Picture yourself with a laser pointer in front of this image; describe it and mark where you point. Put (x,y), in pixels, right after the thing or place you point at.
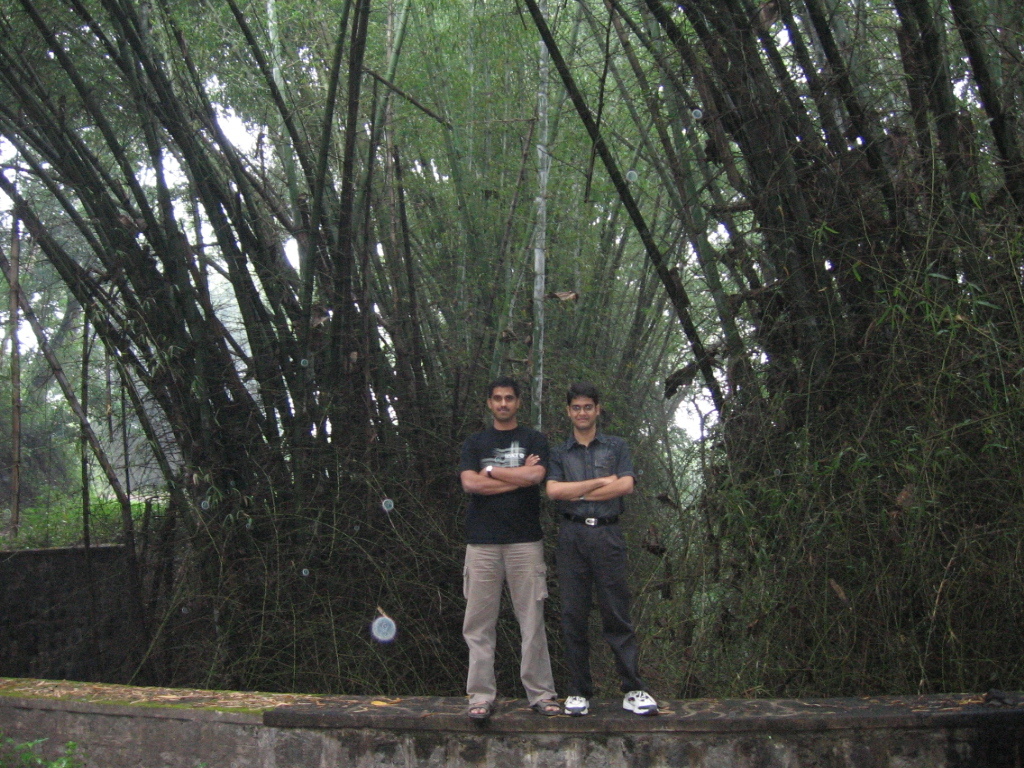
In this image we can see two men (563,542) are standing on the wall (800,732). One man (484,525) is wearing a black color T-shirt (500,518) with pant (497,557) and the other one (585,469) is wearing a shirt (584,473) and pant (574,568). Behind them, we can see so many trees (213,316). Behind the trees (150,212), there is the white color sky (690,429).
